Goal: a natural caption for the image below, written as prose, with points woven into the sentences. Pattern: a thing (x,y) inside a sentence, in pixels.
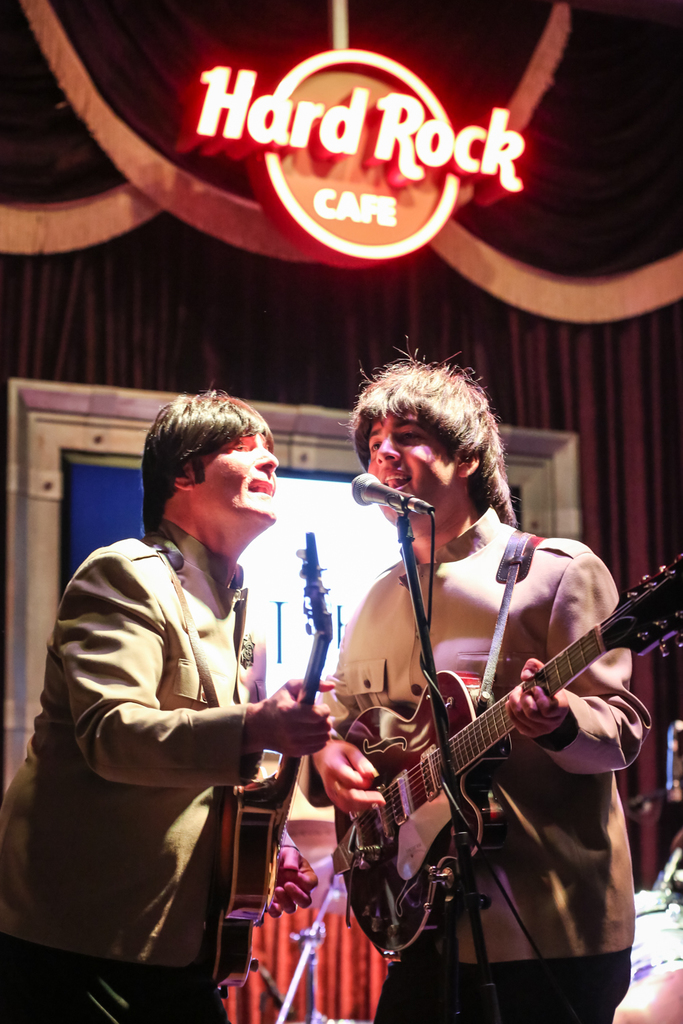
In this image there are two persons (327,777) playing guitar (422,782) and there is a mic (471,831) in front of them. In the background (546,466) there is a screen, curtain (509,329) and at top of the image (419,157) there is a logo (384,112).
